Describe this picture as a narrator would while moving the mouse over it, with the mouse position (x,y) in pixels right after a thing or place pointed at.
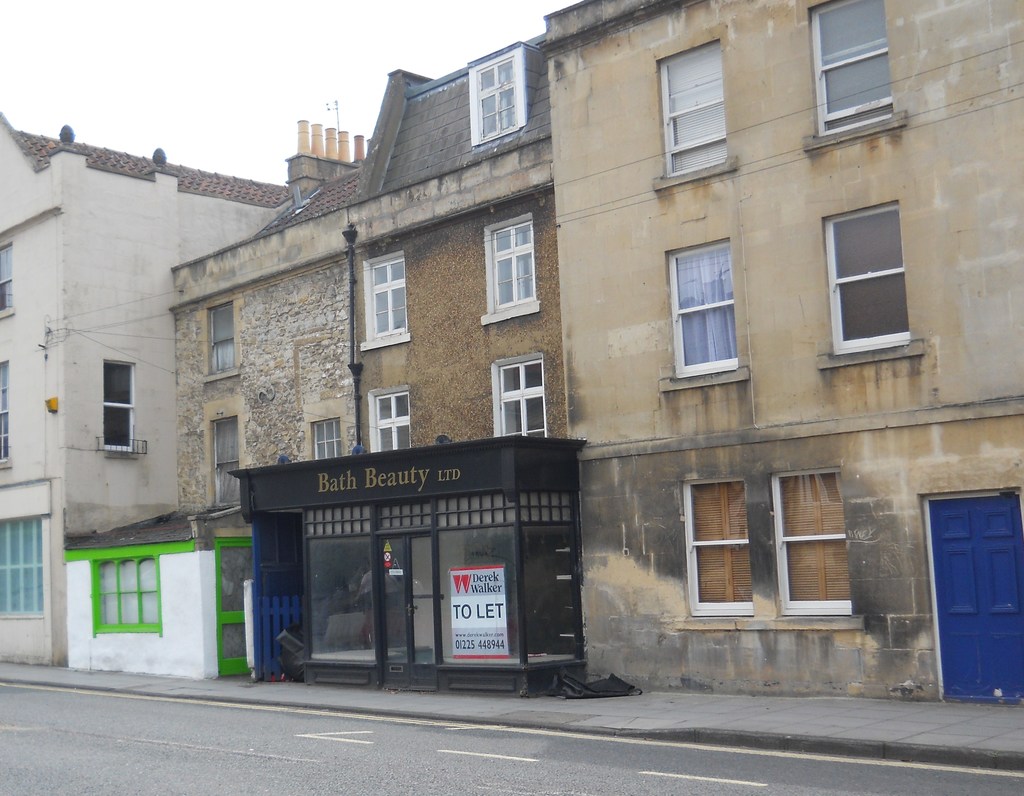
In this image we can see few buildings (446,403). On the buildings (357,544) we can see the windows (403,518) and few advertising boards (382,491). At the bottom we can see the road (232,755) and at the top (252,61) we can see the sky (125,66).
